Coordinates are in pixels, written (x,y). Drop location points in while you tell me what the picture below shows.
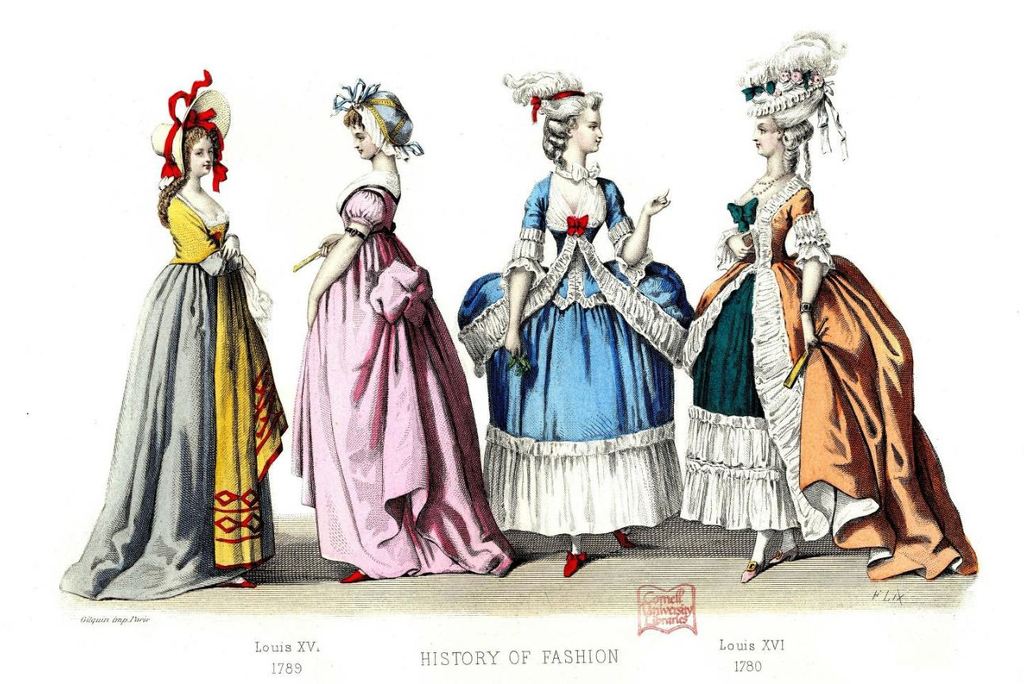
This image consists of a poster (360,462) in which there are pictures (257,355) of four women (222,393). They are wearing long frocks (473,331). At the bottom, there is a text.
